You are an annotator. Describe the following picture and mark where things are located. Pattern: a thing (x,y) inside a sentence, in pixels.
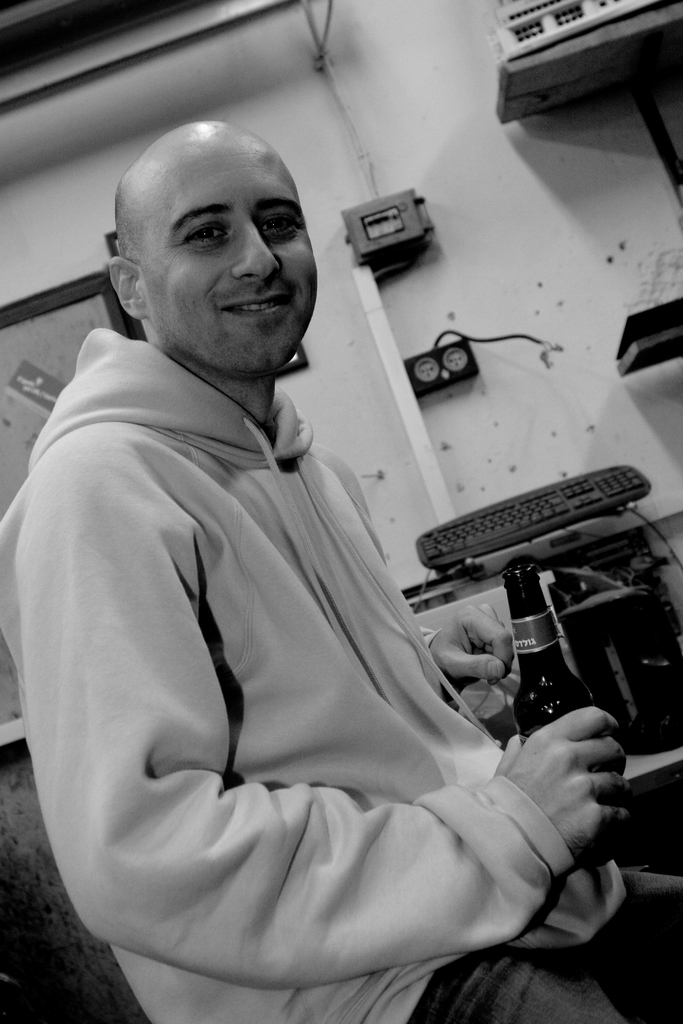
This image is clicked in a room (476,794). In the front (226,733), there is a man (486,934) wearing jacket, is holding a beer bottle (541,705) in his hand (572,759). In the background (379,98), there is a wall (382,170) on which there are switch boards (447,368) and pipes (412,417).
